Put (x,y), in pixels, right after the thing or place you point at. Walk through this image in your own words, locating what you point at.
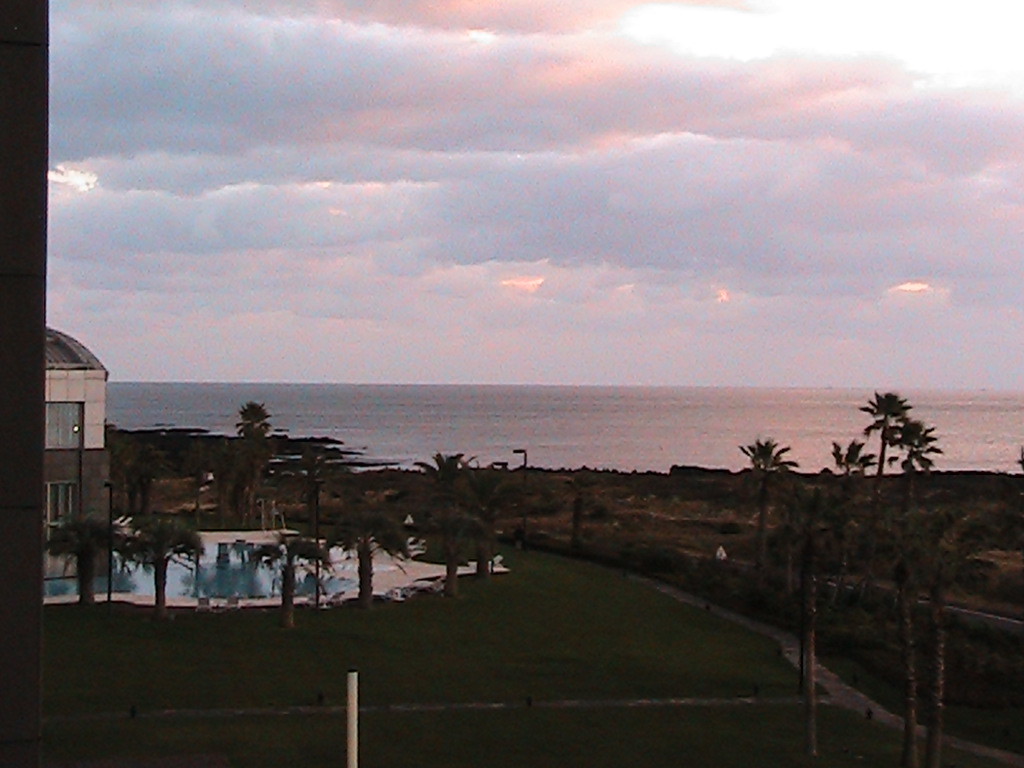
In this picture there are buildings (25,601) and there are trees (115,516) and poles (358,673). At the top (445,202) there is sky (480,316) and there are clouds (651,120). At the bottom (673,662) there is water (858,427) and grass (625,598).
